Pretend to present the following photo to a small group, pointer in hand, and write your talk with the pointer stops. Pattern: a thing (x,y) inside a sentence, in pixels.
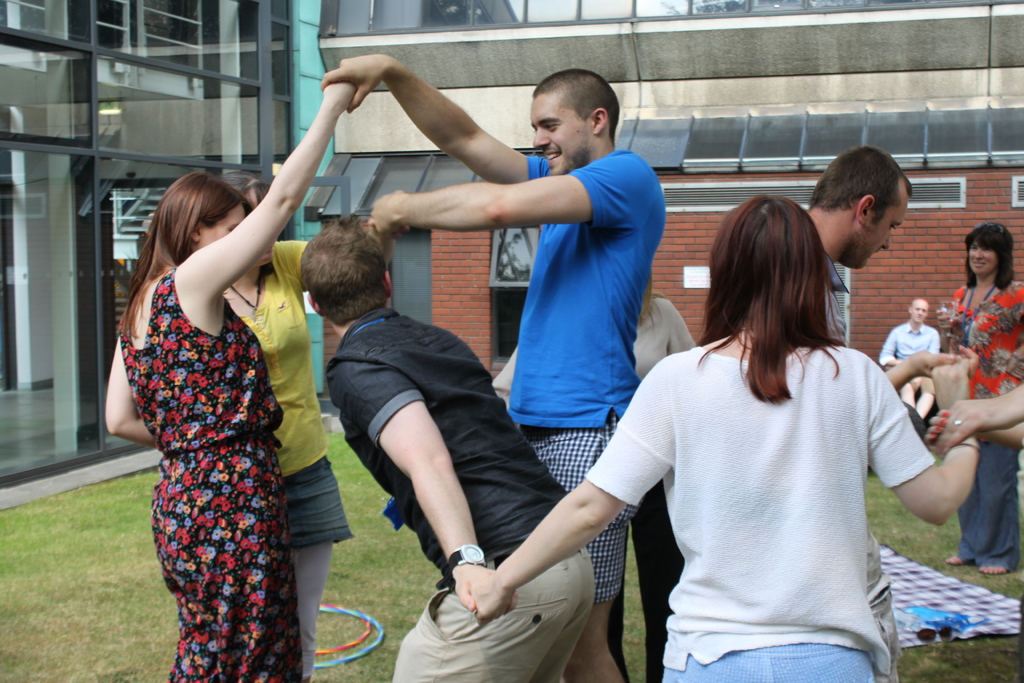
In the picture there are a group of people (601,306) standing on the grass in front of a building (510,9), all of them are holding each others hands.
